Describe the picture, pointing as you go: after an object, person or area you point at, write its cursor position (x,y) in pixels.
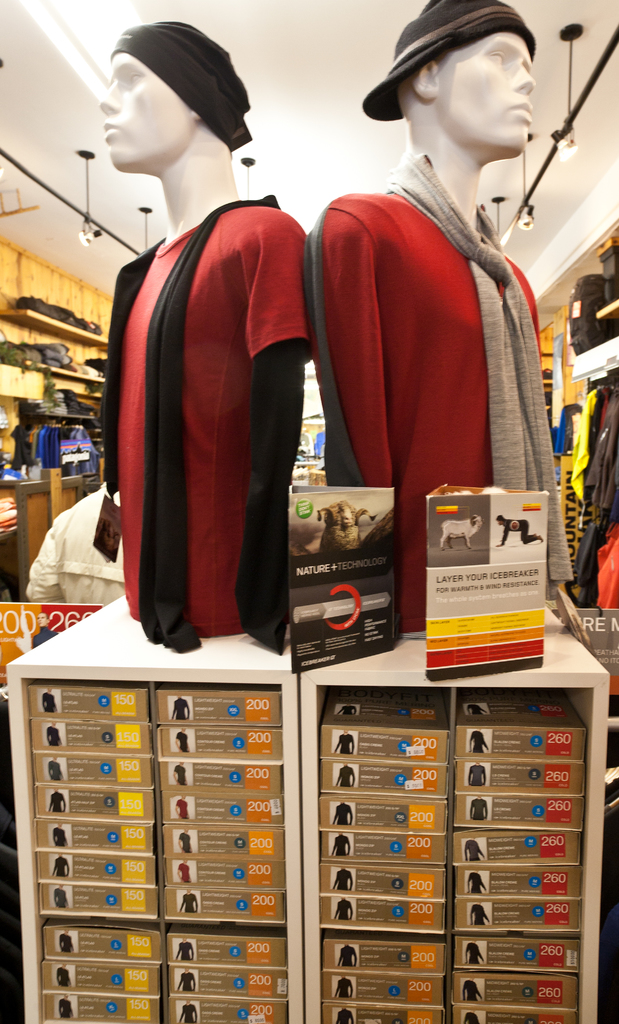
In this picture there are two objects (281,441) which has red clothes (383,337) on it and there are some other objects (564,420) in the background (56,371).
